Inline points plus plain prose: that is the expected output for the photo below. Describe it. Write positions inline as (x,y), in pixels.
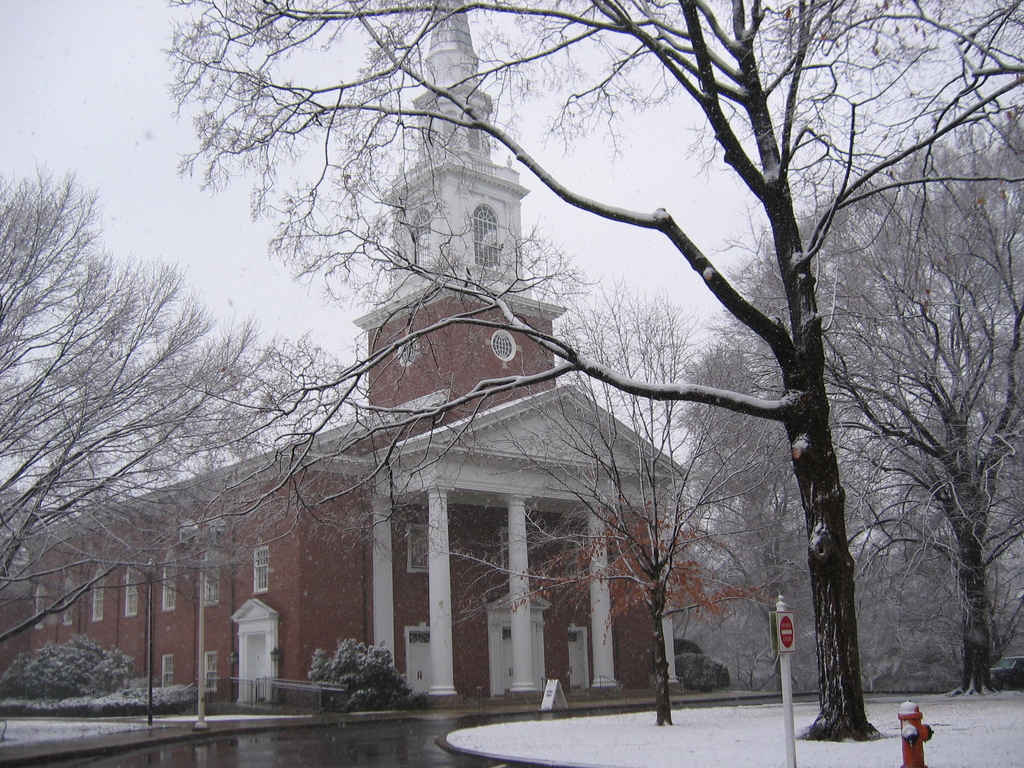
In this picture we can see a building (377,536), here we can see water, trees (1013,126), hydrant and some objects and we can see sky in the background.
